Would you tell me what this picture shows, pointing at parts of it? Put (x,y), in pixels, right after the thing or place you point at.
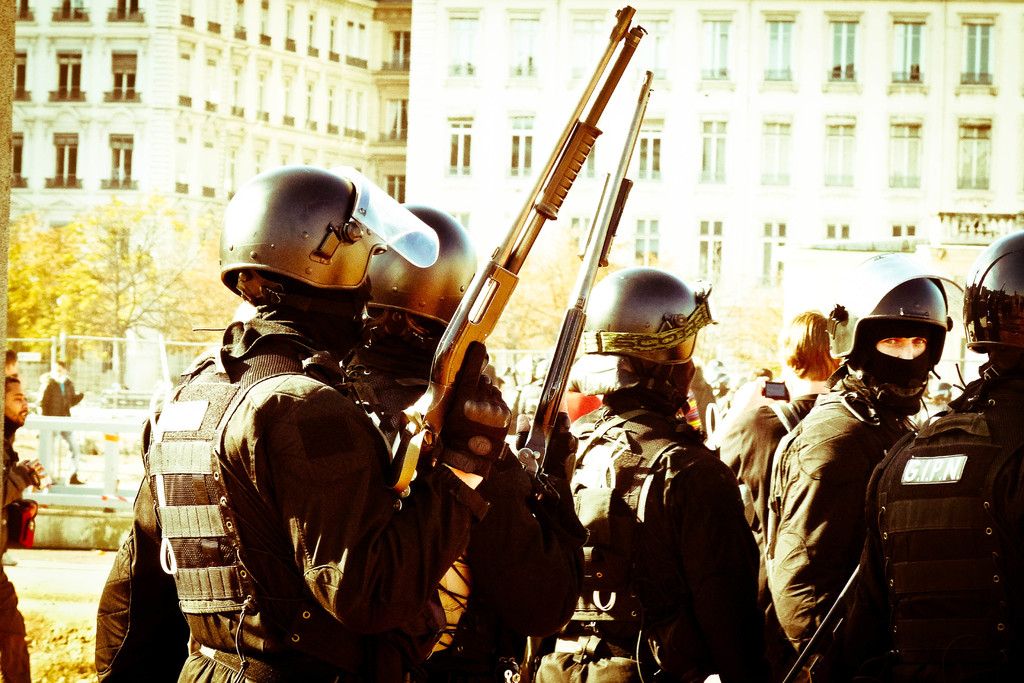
In this image I can see few persons (356,438) wearing uniforms (373,486) and helmets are standing and holding guns (443,369) in their hands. In the background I can see few persons (10,471) standing, the road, few trees (76,233), few buildings (678,196) and few windows (714,74) of the buildings (276,101).
